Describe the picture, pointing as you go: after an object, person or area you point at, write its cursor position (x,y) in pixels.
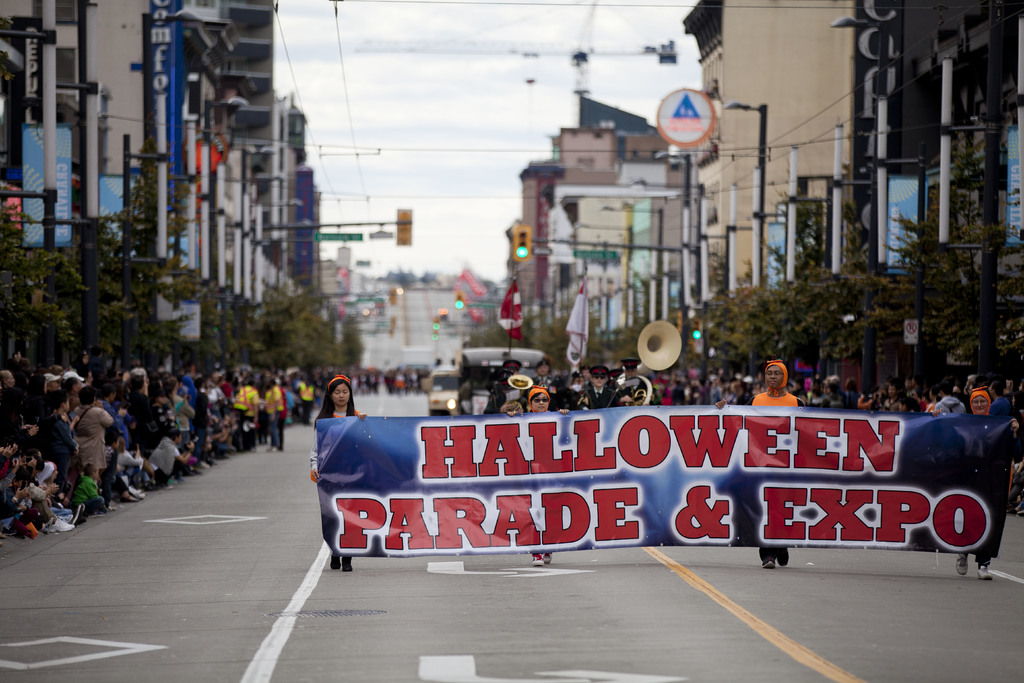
In this image I see number of people (377,384) and I see 4 persons (332,408) who are holding this banner (684,502) on which there is something written and I see the road (335,605). In the background (904,294) I see the trees (309,308), buildings (112,11), wires (352,128), poles (285,224) and I see flags (520,317) and I see the sky (423,165) and I see that it is blurred over here.
